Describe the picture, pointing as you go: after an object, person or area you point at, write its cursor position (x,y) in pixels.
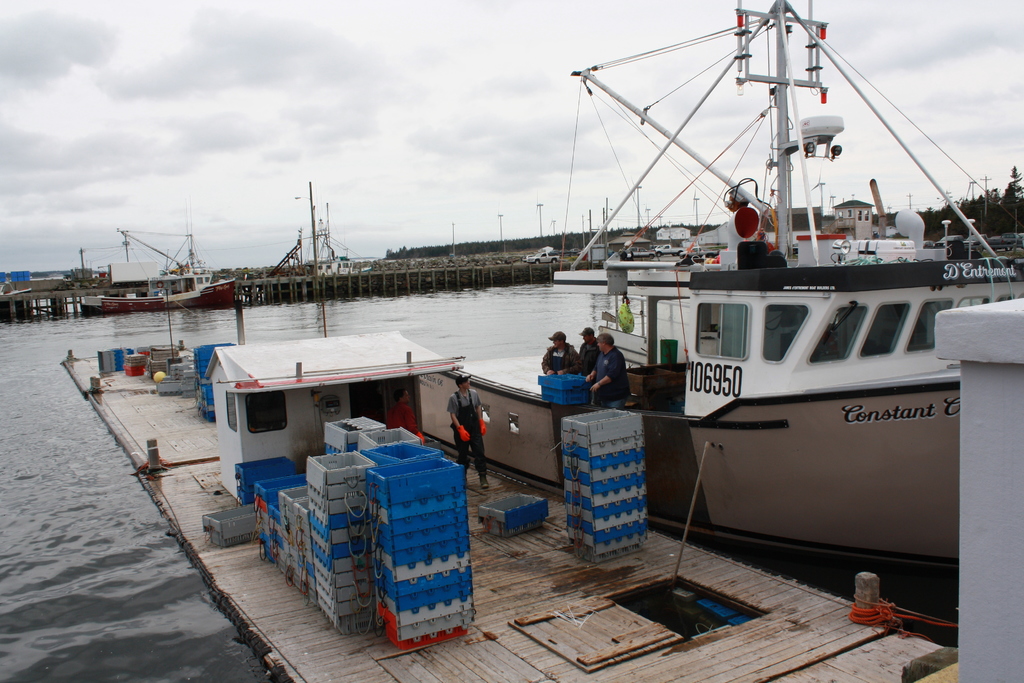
In this image we can see a ship (538,401), here are the persons (588,376) standing, here are the objects (549,376), here is the water (210,310), here is the bridge (416,277), here a car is travelling, here are the trees (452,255), at above here is the sky (289,18).
